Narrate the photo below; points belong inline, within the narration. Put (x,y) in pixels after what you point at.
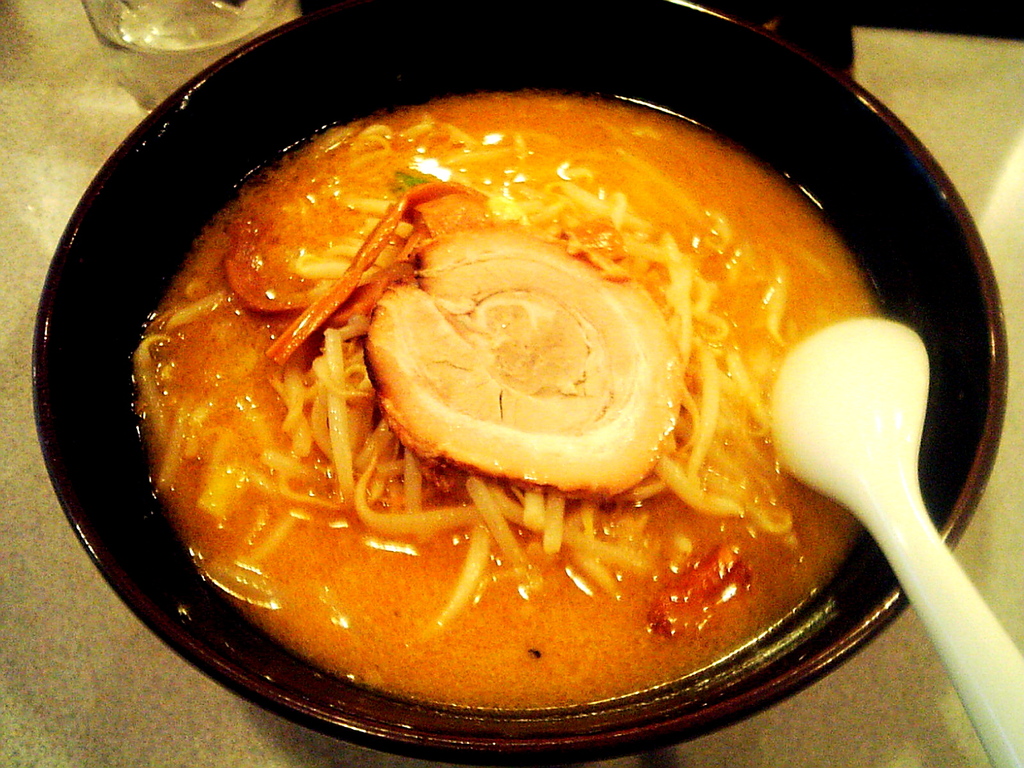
In the image we can see a bowl (433,706), black in color. In the bowl (858,547) there is a food item (349,372). This is a spoon (848,454), white in color and a glass (164,35).
